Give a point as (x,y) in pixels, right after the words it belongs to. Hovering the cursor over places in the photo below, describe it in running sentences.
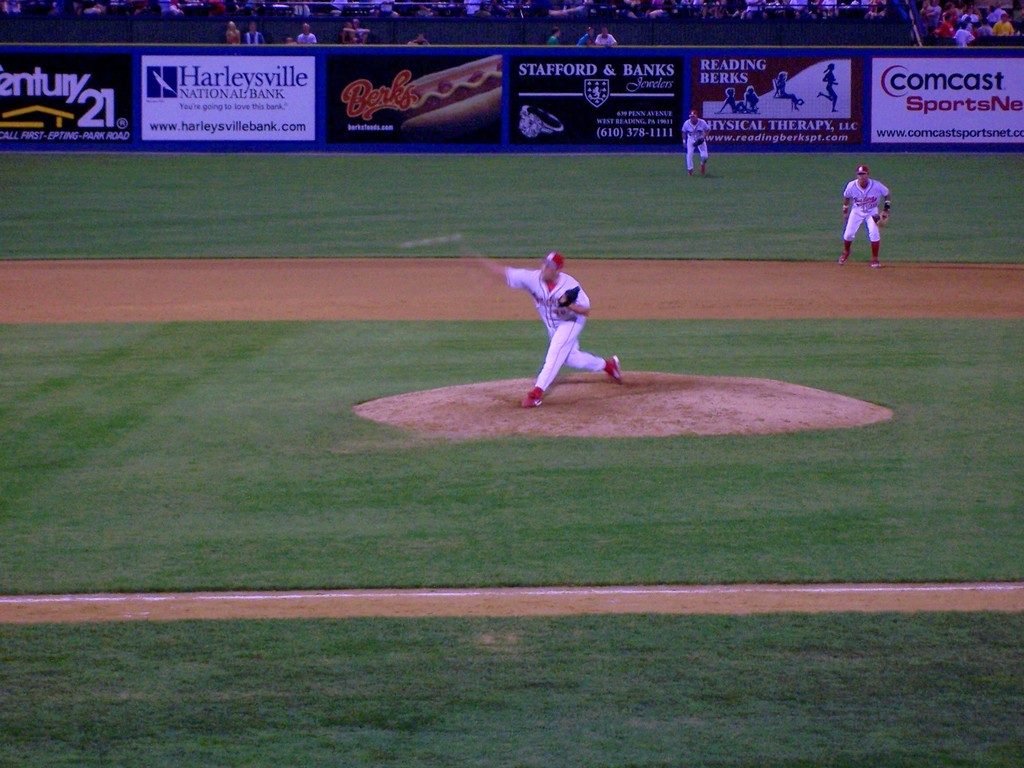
In this image we can see three people (690,156) playing on the baseball ground (614,306), there we can see a few posters (669,111) attached to the wall (362,50) and a few people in the stands (416,16).
